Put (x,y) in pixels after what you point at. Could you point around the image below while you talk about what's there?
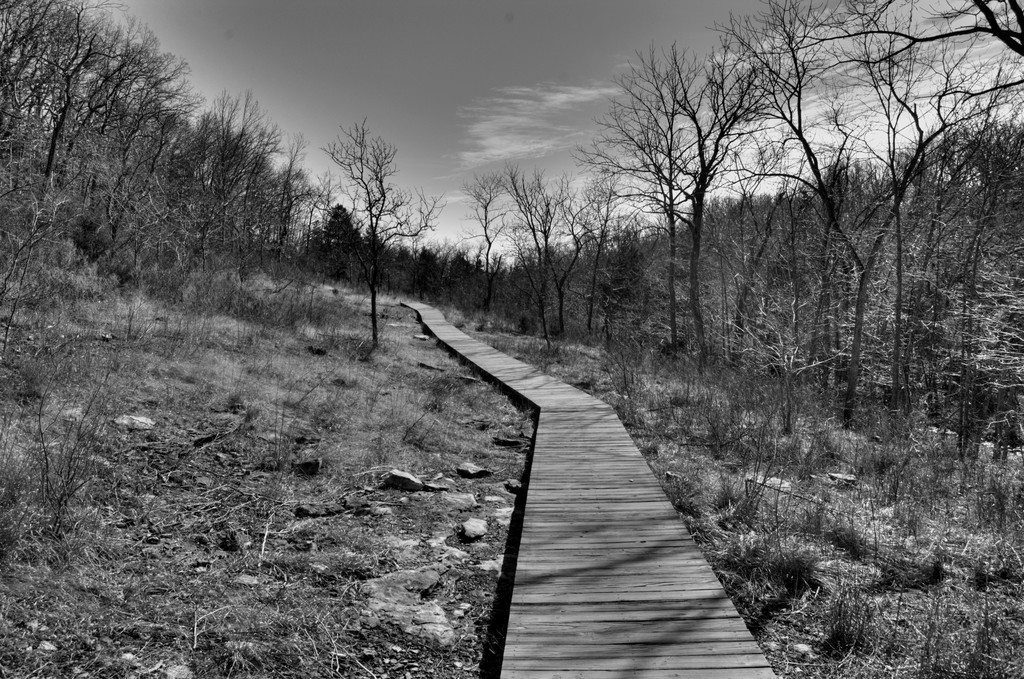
This is a black and white image where we can see dry trees (916,309), grass (833,506) and pathway (612,555). At the top of the image (475,41), we can see the sky (418,78).
